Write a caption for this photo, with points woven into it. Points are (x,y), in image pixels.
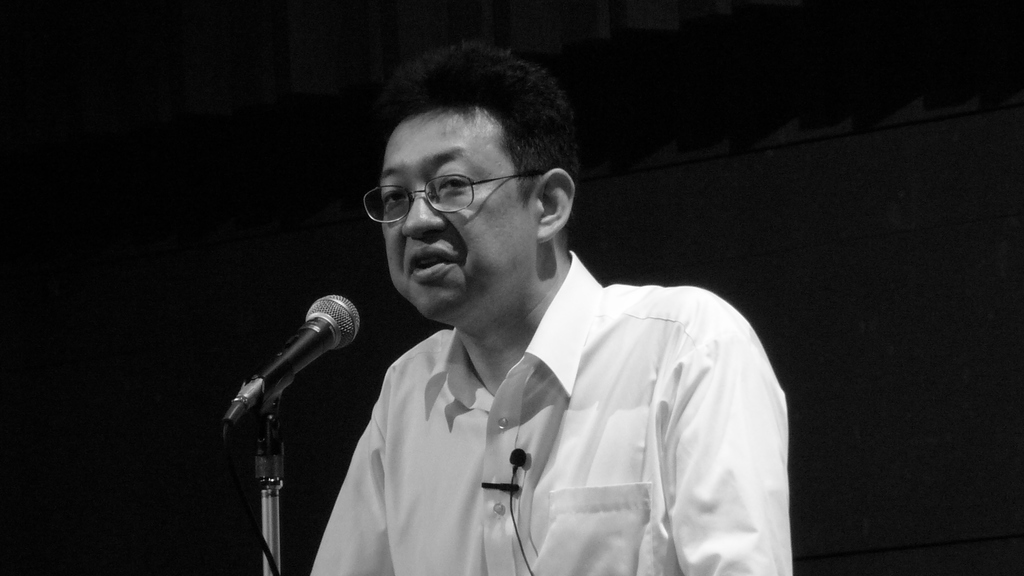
There is a man (595,328) in the center of the image (567,296) and a mic (268,370) in front of him. There is curtain (425,33) in the background area (425,42).
